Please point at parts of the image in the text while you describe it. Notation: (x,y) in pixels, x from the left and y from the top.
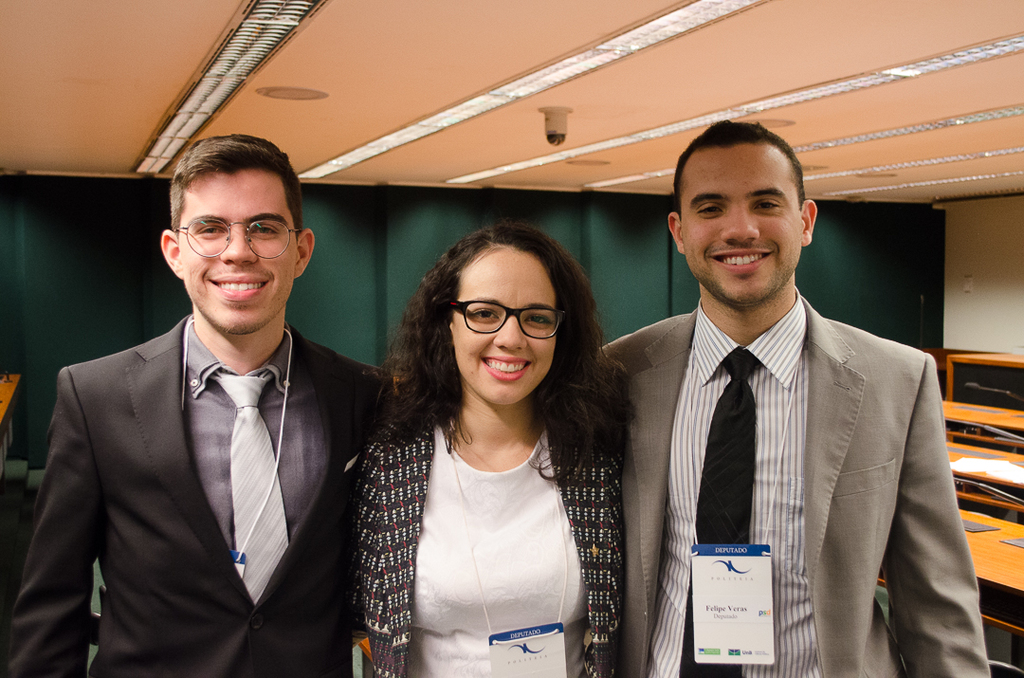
In this picture I can see 2 men (742,219) and a woman (433,472) standing in front (415,379) and I see that they are wearing formal dress (352,370) and I see that all of them are smiling. In the background (382,285) I can see the walls (1007,252) and on the right side of this picture (1003,529) I can see the benches (1006,365). On the top of this picture (810,179) I can see the lights (704,15).
